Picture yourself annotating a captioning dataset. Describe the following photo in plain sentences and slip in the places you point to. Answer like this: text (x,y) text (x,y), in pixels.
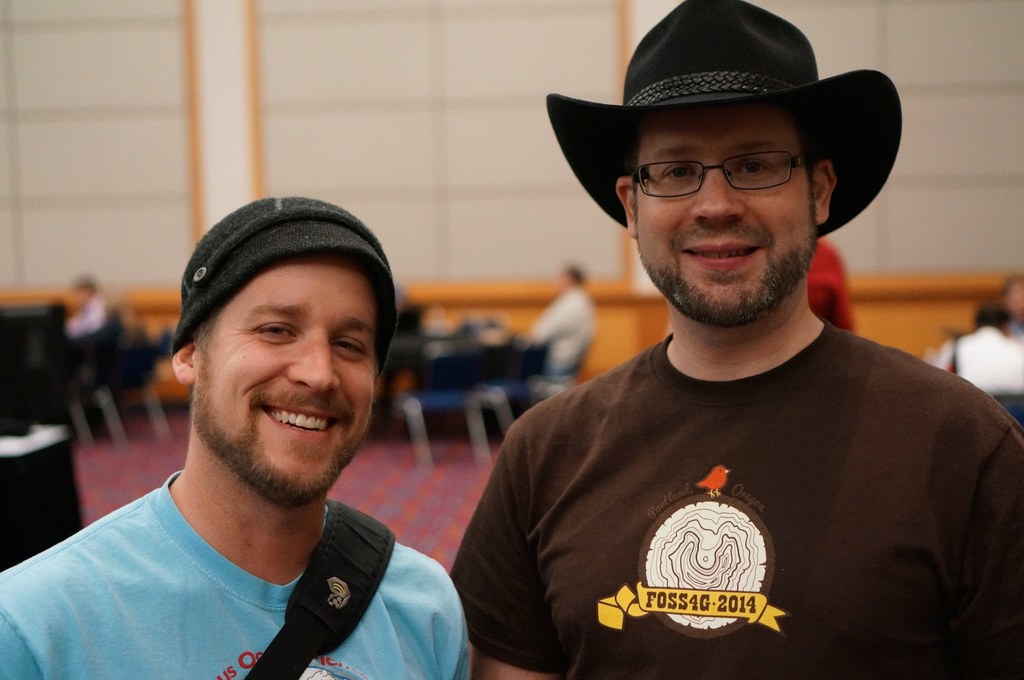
In this image in front (894,384) there are two people (533,500) wearing a smile on their faces (753,308). Behind them there are few other people (995,337) sitting on the chairs (142,373). In front of them there are tables (422,349). On top of it there are a few objects (485,337). At the bottom of the image (438,497) there is a mat (421,498). In the background of the image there is a wall (401,103).
